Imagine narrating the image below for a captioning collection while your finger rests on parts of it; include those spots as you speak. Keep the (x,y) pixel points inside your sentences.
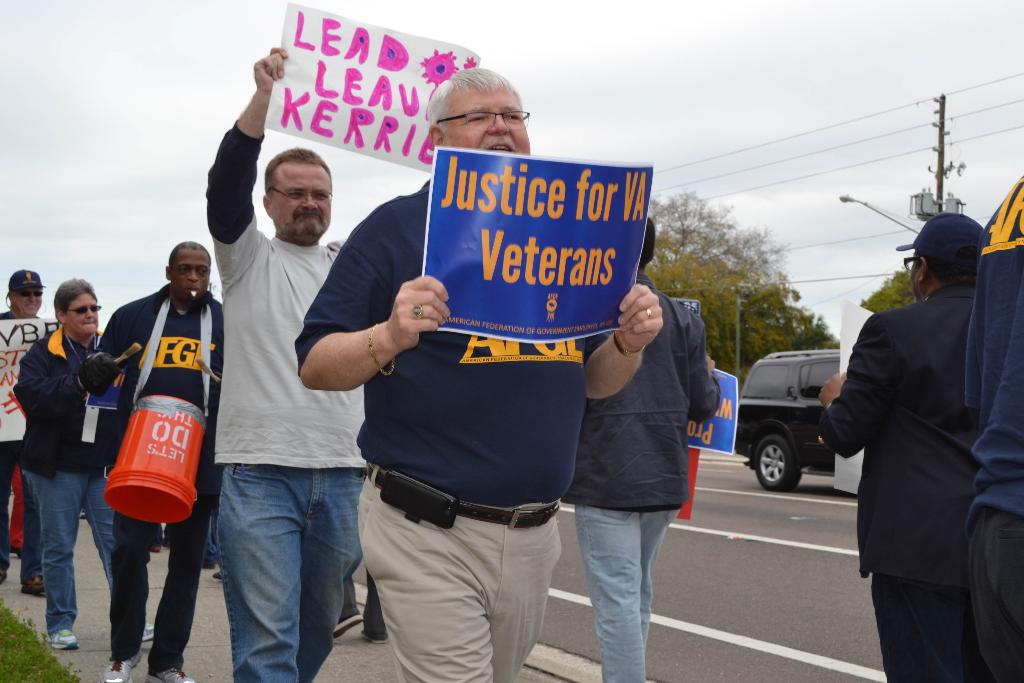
Here we can see few persons (584,404) and they are holding posters (295,112) with their hands (407,339). There is a car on the road (753,590). In the background (795,305) we can see trees (903,299), pole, and sky (701,112).
